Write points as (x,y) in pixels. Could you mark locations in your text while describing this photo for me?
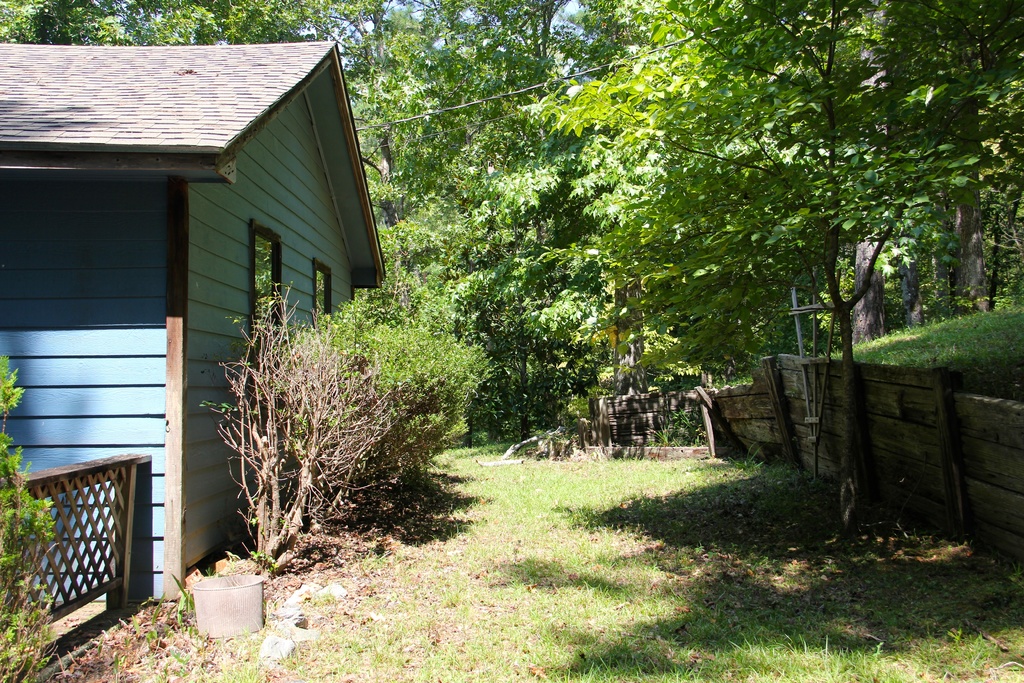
On the left side of the image (196,287) there is a house (171,349), in front of the house (161,367) there are plants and there is a wooden fencing (777,392) on the surface (772,510) of the grass (693,522). In the background (670,368) there are trees (856,487).
